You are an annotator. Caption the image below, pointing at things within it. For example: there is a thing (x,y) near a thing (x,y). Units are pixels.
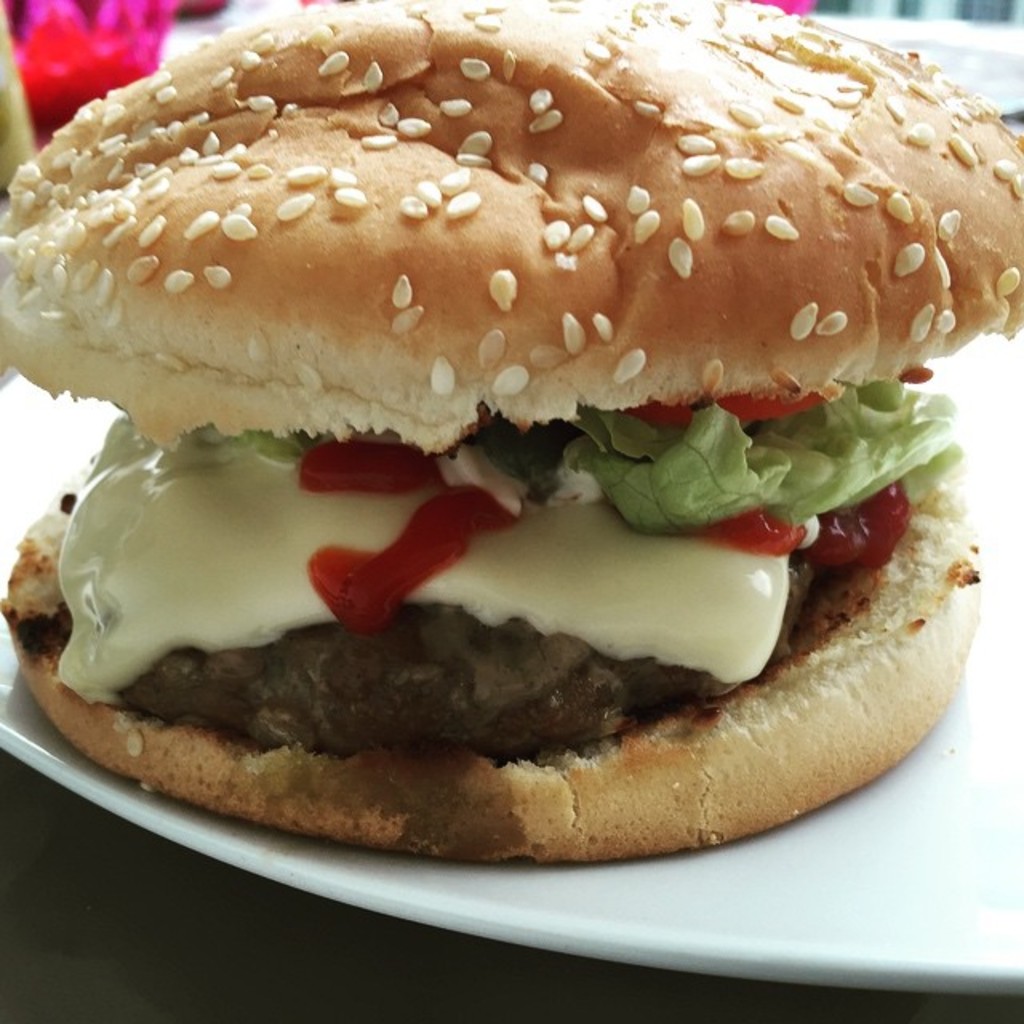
In this picture there is a burger (577,510) which has few eatables (492,519) placed in it is on a white plate (870,812).
